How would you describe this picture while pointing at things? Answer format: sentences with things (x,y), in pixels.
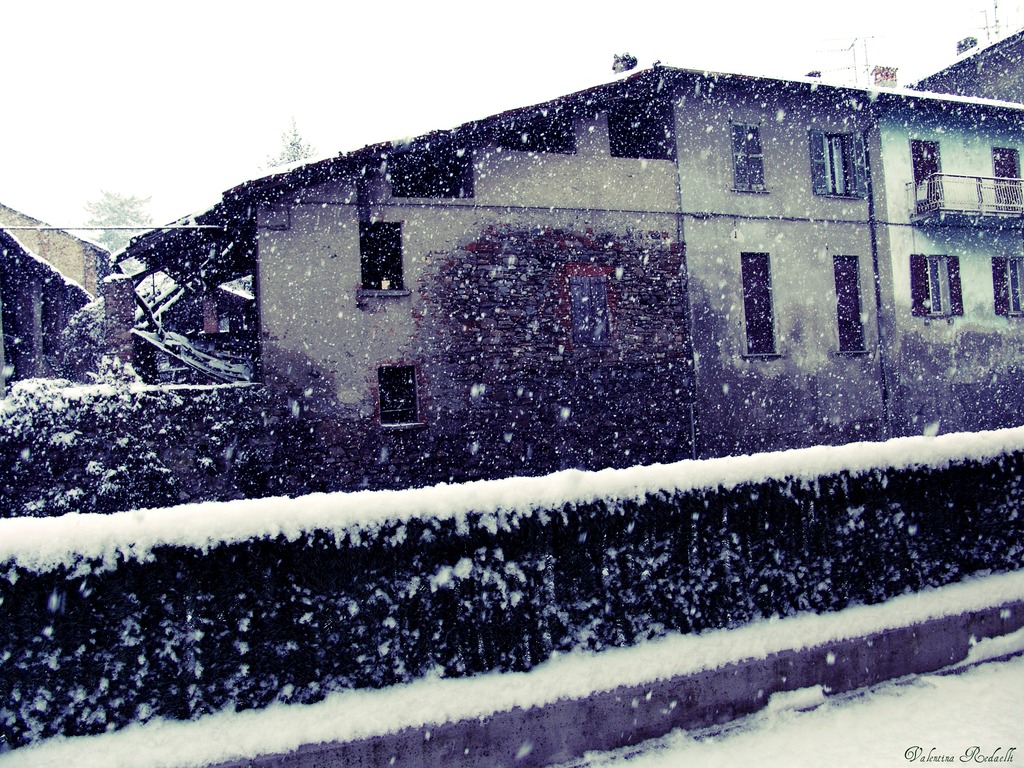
This image consists of buildings (510,338). In the front (536,576), we can see the plants (453,488) covered with the snow (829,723). At the bottom (866,730), there is a road (866,730). At the top (229,51), there is sky (142,154).
